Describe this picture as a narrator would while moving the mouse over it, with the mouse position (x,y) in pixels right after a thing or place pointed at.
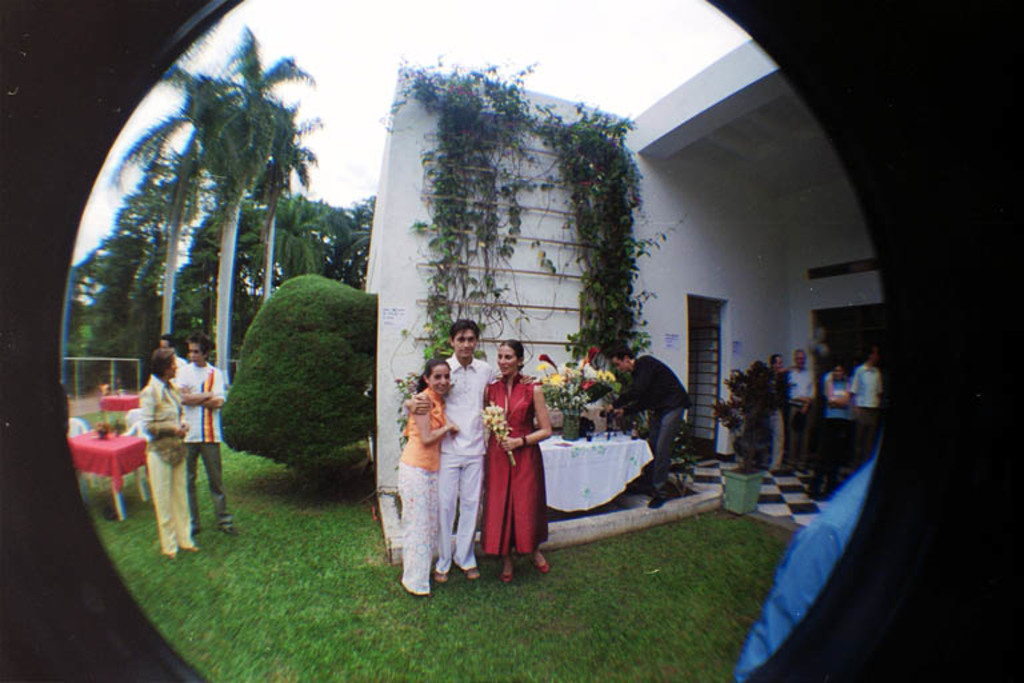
In this image I can see three persons (438,438) standing, the person (499,446) at right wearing red color dress (523,466), the person (452,383) in middle (486,377) wearing white dress (464,372) and the person (429,415) at left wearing orange shirt (414,455), white pant (413,504). Background (286,322) I can see few other persons (839,426) standing, trees (251,184) in green color and sky (319,72) in white color.
